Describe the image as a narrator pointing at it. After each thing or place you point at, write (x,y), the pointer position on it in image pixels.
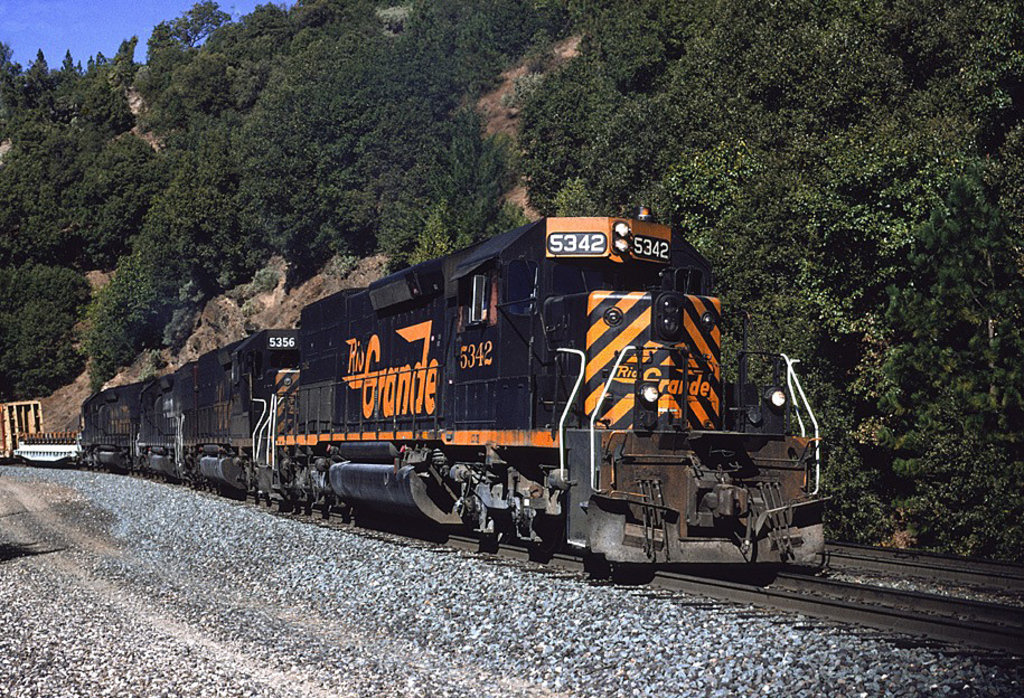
In this picture we can see a train (791,544) on railway track (783,572), stones (348,606) and trees (461,118). In the background of the image (87,15) we can see the sky (61,18) in blue color.
